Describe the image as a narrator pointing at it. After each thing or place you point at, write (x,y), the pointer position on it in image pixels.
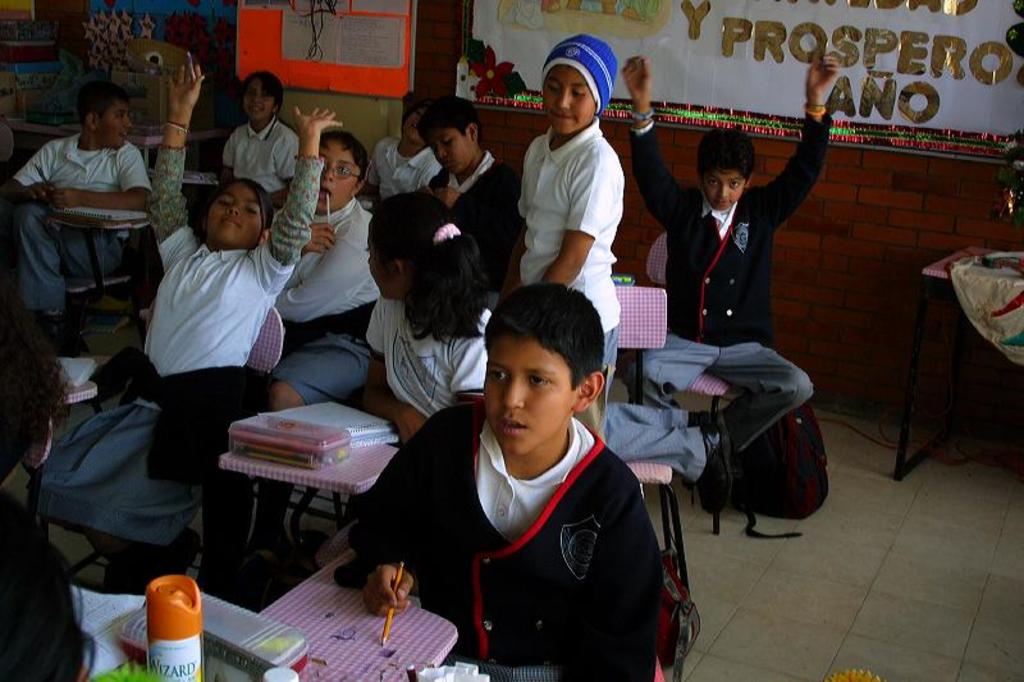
In this picture we can observe some children (230,307) sitting in the chairs (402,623). There are some books (370,436) and boxes (272,431) on the planks (330,664). There are girls (380,268) and boys (476,185) in this picture. In the background (489,26) we can observe a white color chart (664,71) fixed to the brown color wall (816,211).
